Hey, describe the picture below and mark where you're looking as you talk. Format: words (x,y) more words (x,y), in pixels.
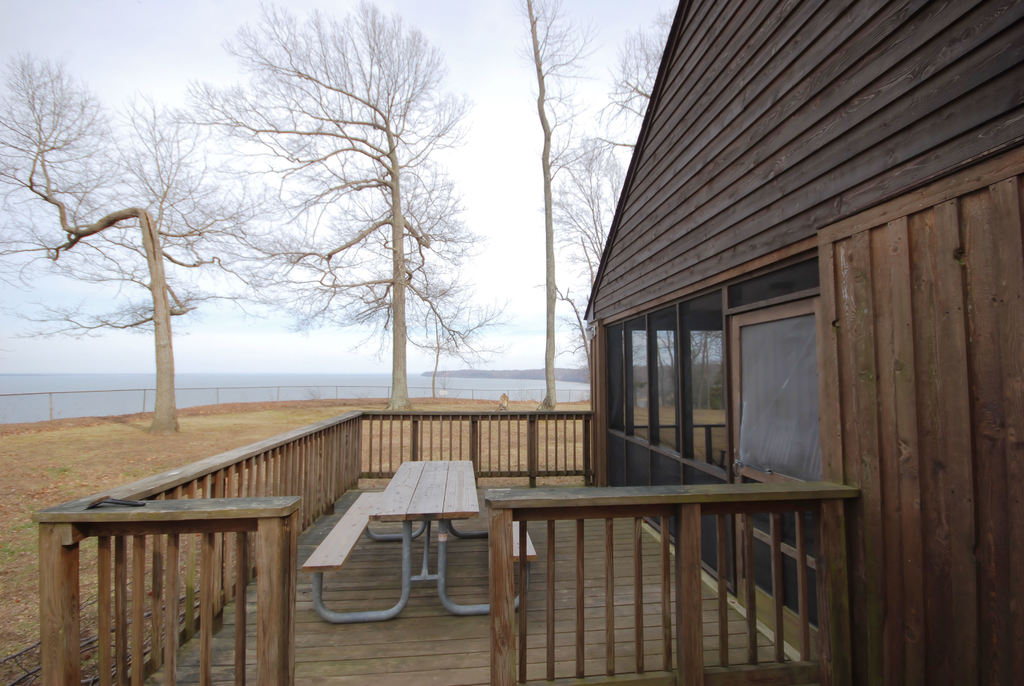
In this image I can see a bench (441,477) which is brown and silver in color on the brown colored wooden surface (390,641) and the wooden railing (755,571) and to the right side of the image (918,439) I can see the wooden house (863,67) and the window (705,408). In the background (582,374) I can see the ground (196,425), few trees (393,287), the water (96,383) and the sky (308,130).
